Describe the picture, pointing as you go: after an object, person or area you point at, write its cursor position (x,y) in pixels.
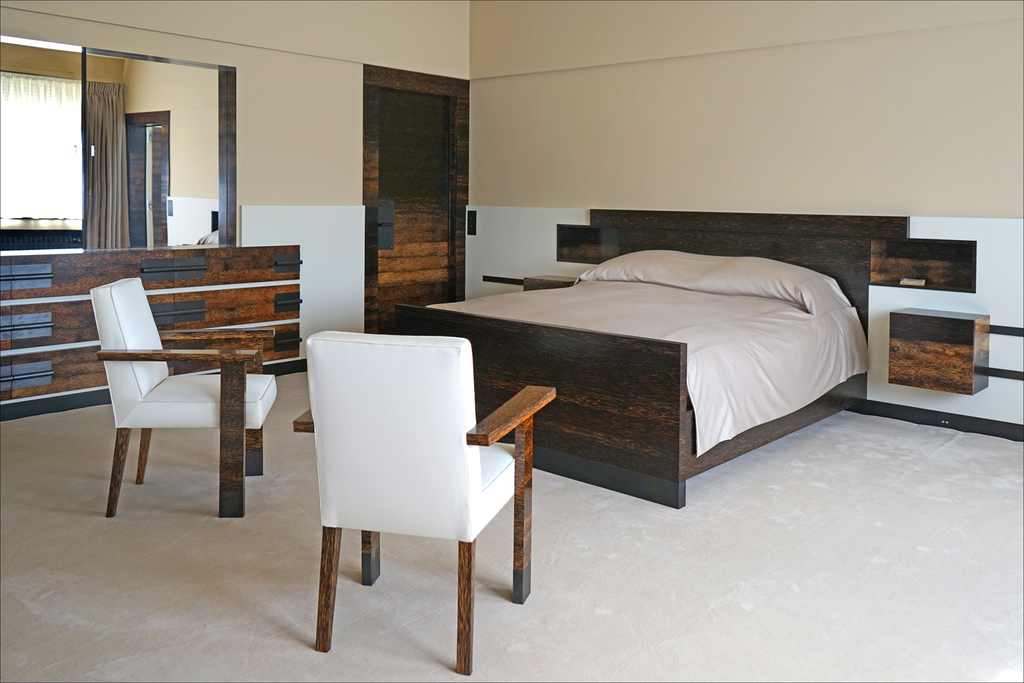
In this Image I see a bed (462,305), 2 chairs (532,470), mirror (168,59), door (380,303) and the wall (618,183).
